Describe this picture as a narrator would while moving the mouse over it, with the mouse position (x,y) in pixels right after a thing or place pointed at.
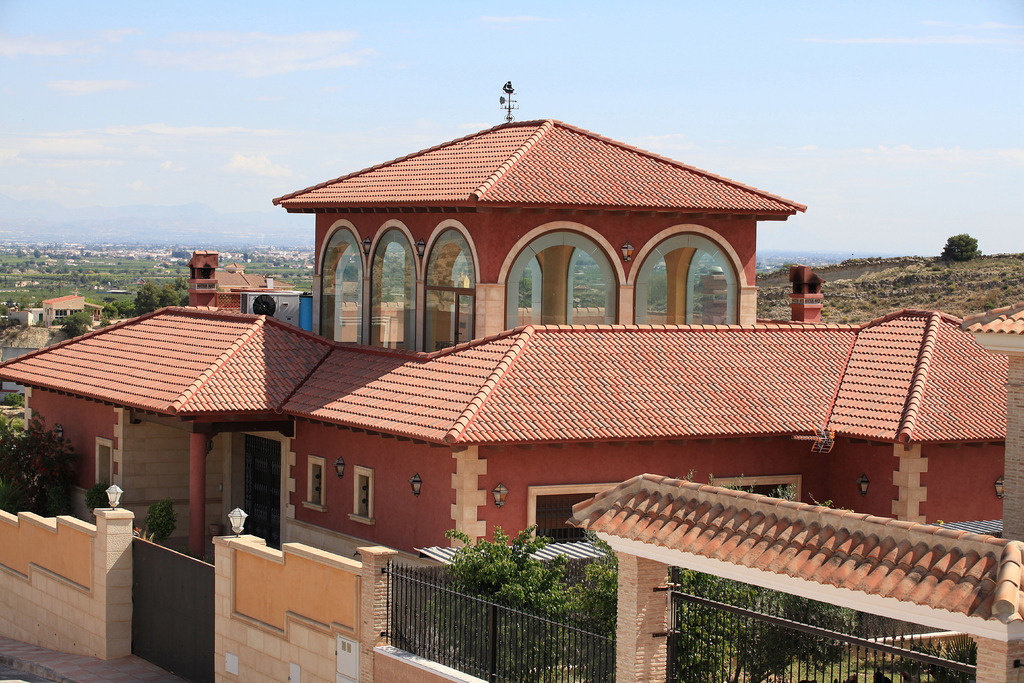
In this image there is a house (587,388). In the bottom right (696,622) there is a railing (551,651) on the wall (438,678). Behind the railing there are plants (609,605). In the background (88,281) there are houses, trees (155,291) and mountains (901,265). At the top (405,49) there is the sky (309,44). In the bottom left (160,605) there is a gate (183,609) to the wall (116,616).
